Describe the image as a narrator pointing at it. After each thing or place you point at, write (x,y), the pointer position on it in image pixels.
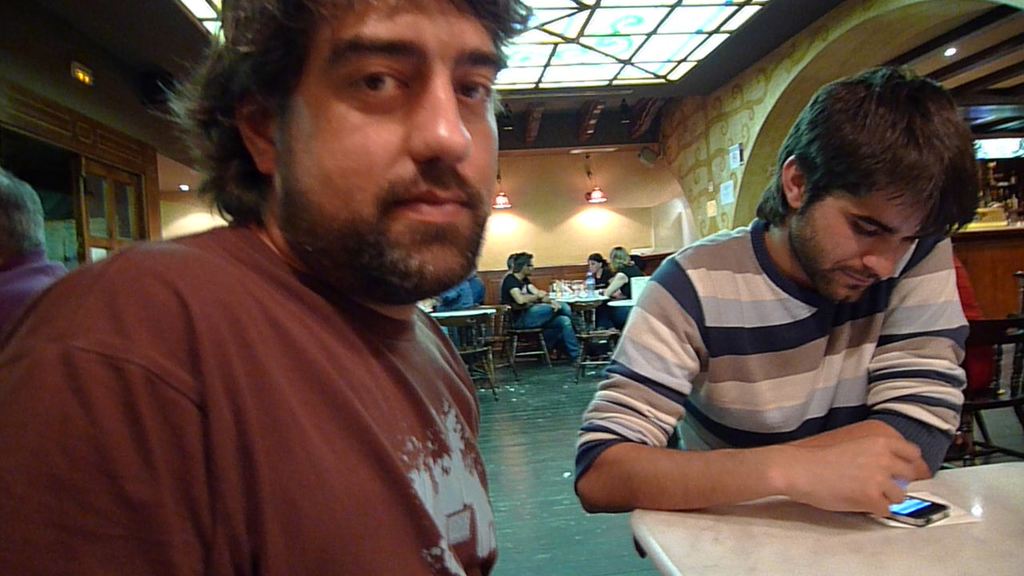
This Picture describe about the inside view of the restaurant (1008,323) in which two men (764,379) are sitting on the front table (824,539) on which right side (816,289) a man (836,386) wearing the striped sweater (788,421) is looking in the mobile (907,504), and beside man (281,348) wearing red t-shirt (337,362) is looking on the camera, and behind we can see the another table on which one man (533,303) and two women (596,280) are sitting.
